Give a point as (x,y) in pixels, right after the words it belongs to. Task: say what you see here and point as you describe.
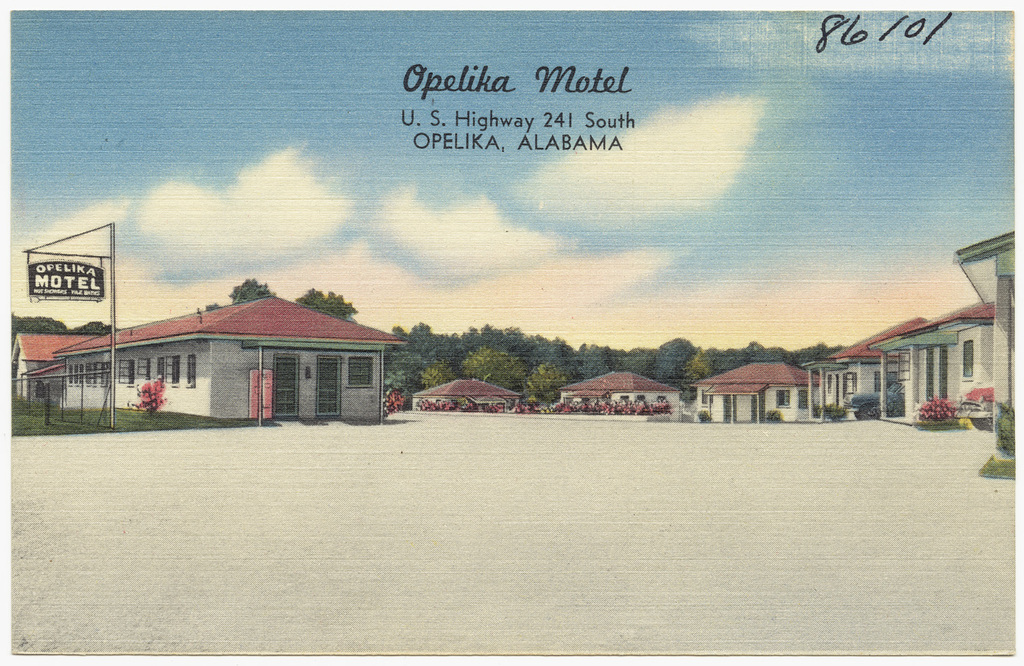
In this picture we can see a poster (781,412), in this poster (251,369) we can see ground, houses (830,376), plants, grass (1010,474) and board (51,280) on pole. In the background of the image (447,382) we can see trees (497,333) and sky (520,216). At the top of the image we can see text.
